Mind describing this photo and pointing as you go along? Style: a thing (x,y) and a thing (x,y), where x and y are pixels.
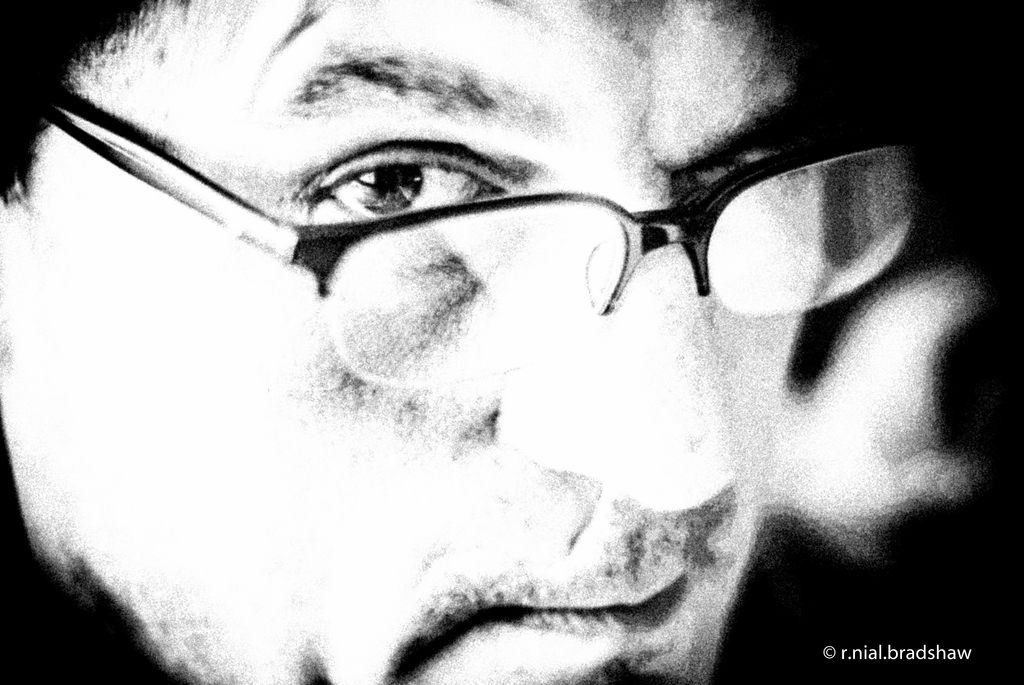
It is an edited image. In this image I can see a person's face (528,642). He is wearing spectacles (398,314). At the bottom right side of the image (971,659) there is a watermark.
